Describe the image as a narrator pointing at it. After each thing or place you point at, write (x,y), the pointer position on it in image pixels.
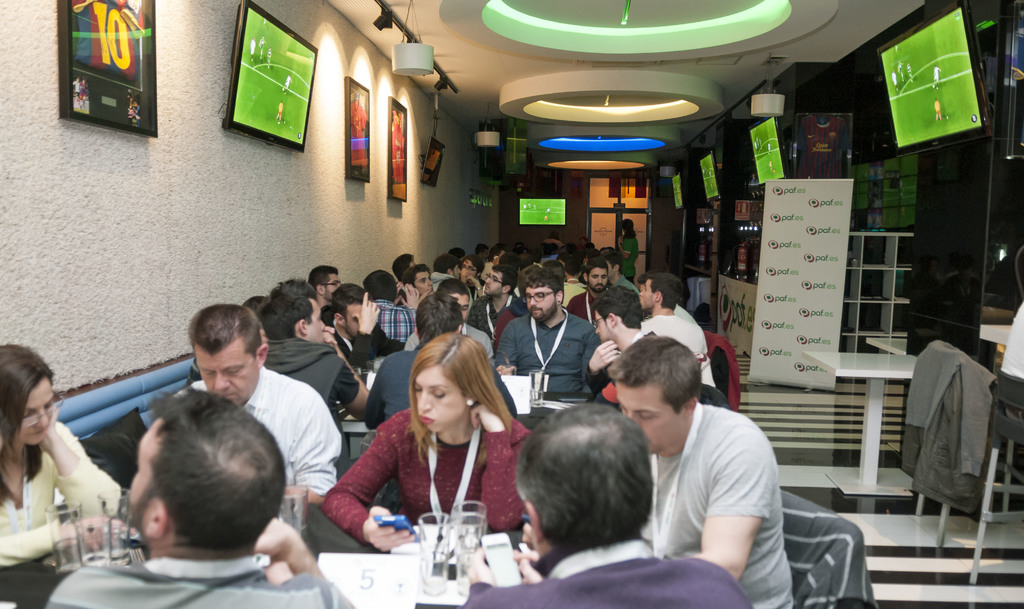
There are few people (523,344) sitting in chairs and there is a table (353,548) in front of them which has some objects (467,542) on it and there are televisions (904,145) on the either side of them.
